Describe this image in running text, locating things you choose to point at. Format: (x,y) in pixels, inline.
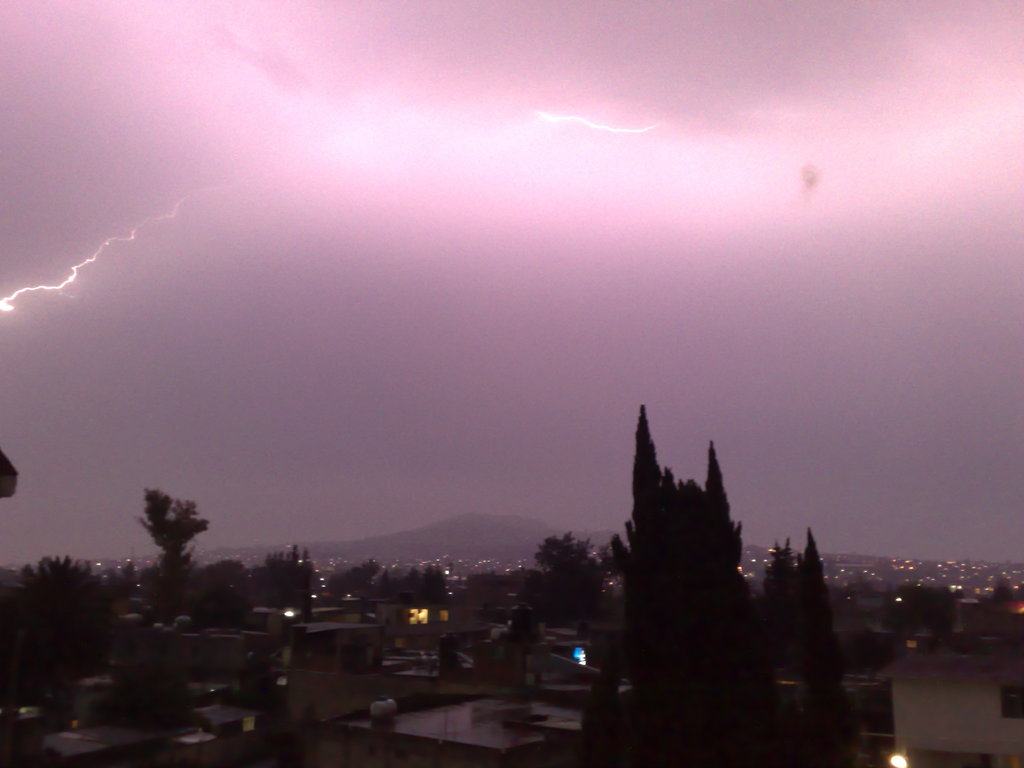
In this picture there are buildings (869,675) and trees (14,625) at the bottom side of the image (519,615) and there is sky (418,260) at the top side of the image (563,161).
